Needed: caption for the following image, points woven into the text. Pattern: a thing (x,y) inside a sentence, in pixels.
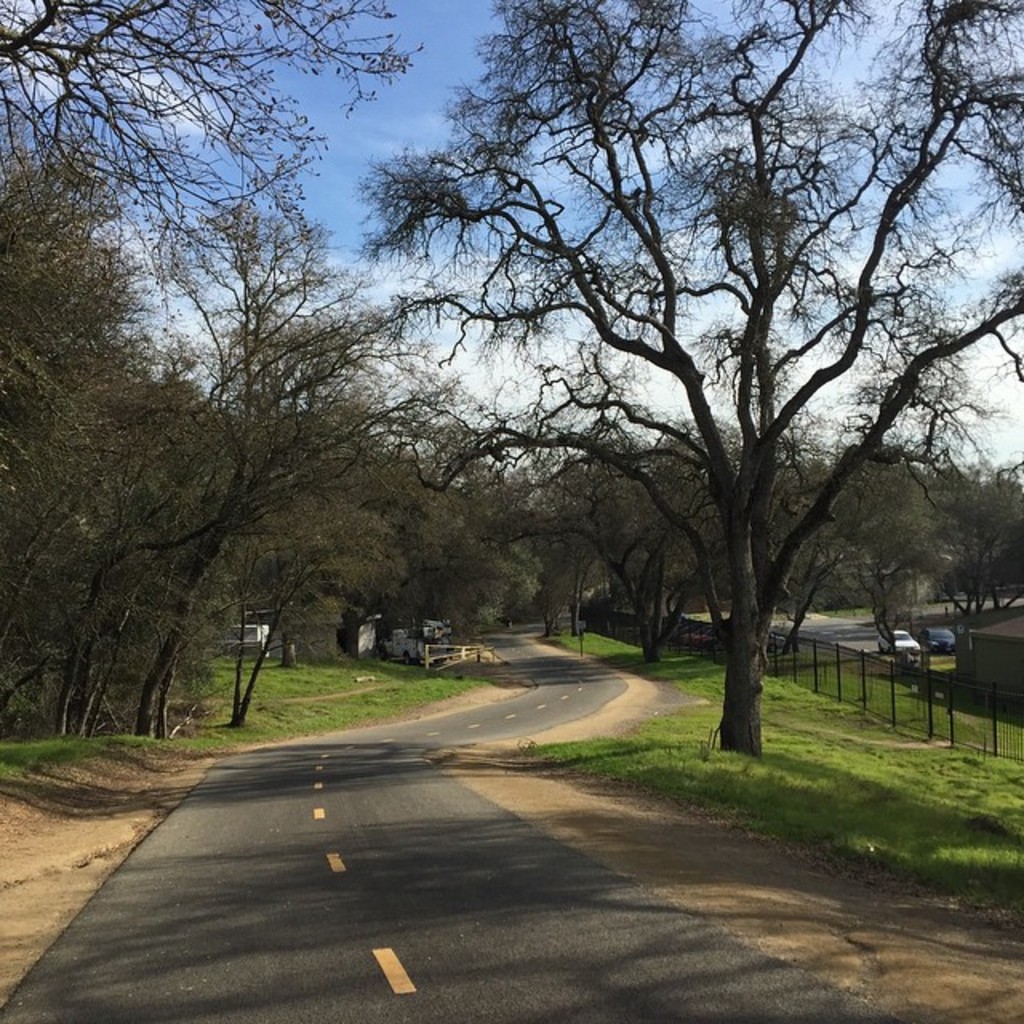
There is a road (800,967) in the foreground area of the image (347,773), there are trees (583,599), vehicles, boundary (912,670), it seems like houses (1016,650) and the sky (709,261) in the background (802,386).
